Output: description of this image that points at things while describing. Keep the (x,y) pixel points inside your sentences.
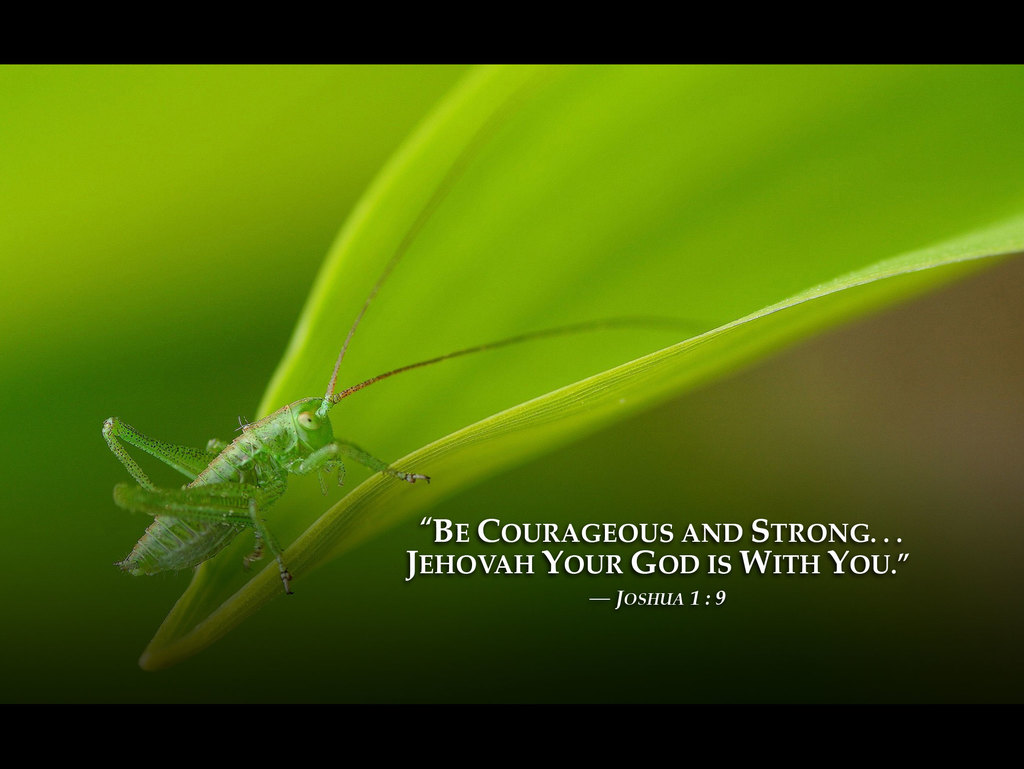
In the picture I can see a green color grasshopper (153,496) on the green color leaf (496,335). The background of the image (693,489) is blurred. Here I can see some edited text (624,581) at the bottom of the image (488,527).
